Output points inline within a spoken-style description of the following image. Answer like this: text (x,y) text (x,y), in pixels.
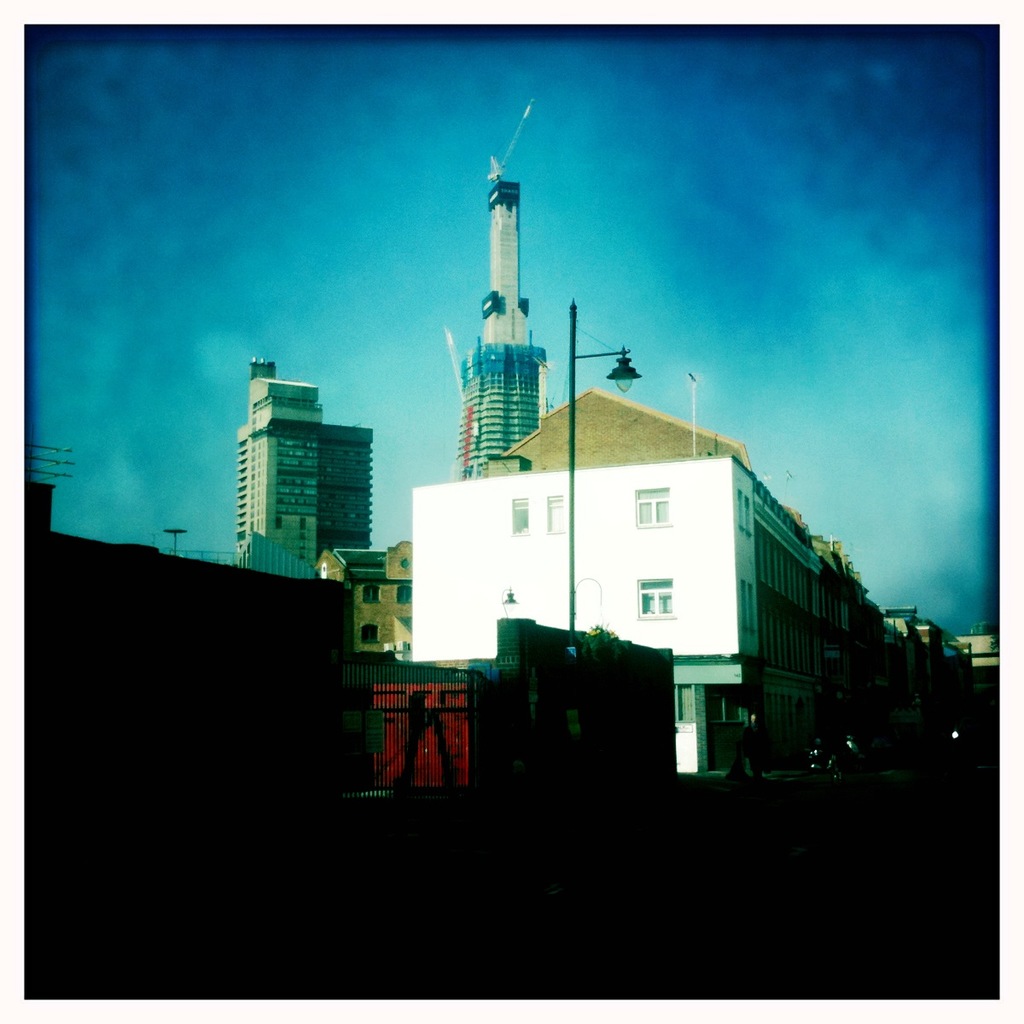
In this image I can see many buildings (478,506). To the building (547,499) I can see the windows (402,589). There is a light pole (575,431) in-front of the building (536,572). I can also see the railing (355,763) to the side.
